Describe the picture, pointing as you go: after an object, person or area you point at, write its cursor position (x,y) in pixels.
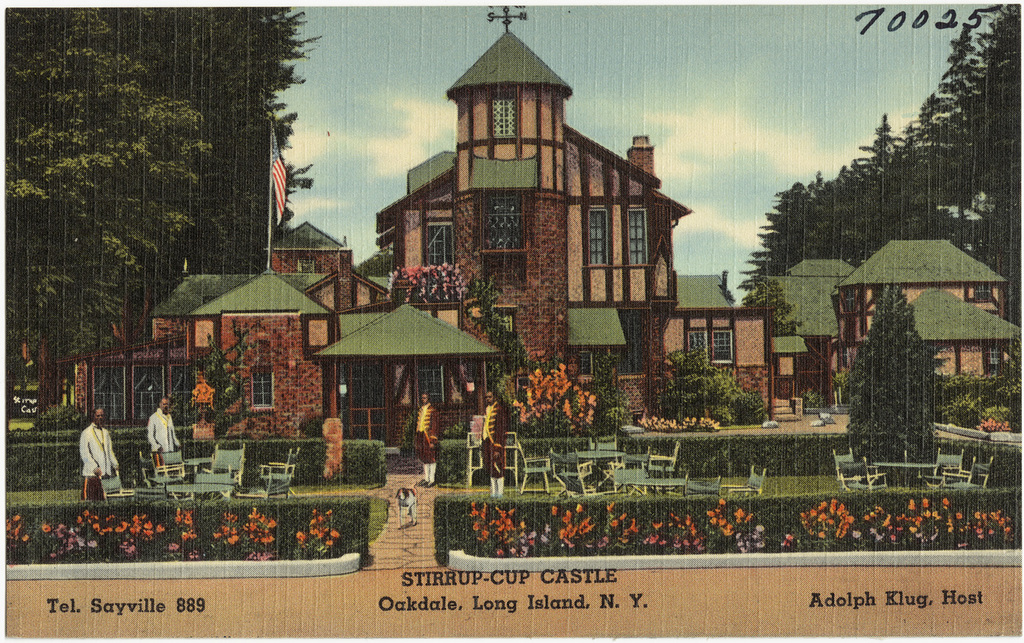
In this picture we can see a poster (692,589), here we can see people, chairs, benches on the ground (686,589) and in the background (806,380) we can see buildings (787,380), trees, flag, sky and some objects (825,411), in the top right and at the bottom of the image (646,600) we can see some text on it.
